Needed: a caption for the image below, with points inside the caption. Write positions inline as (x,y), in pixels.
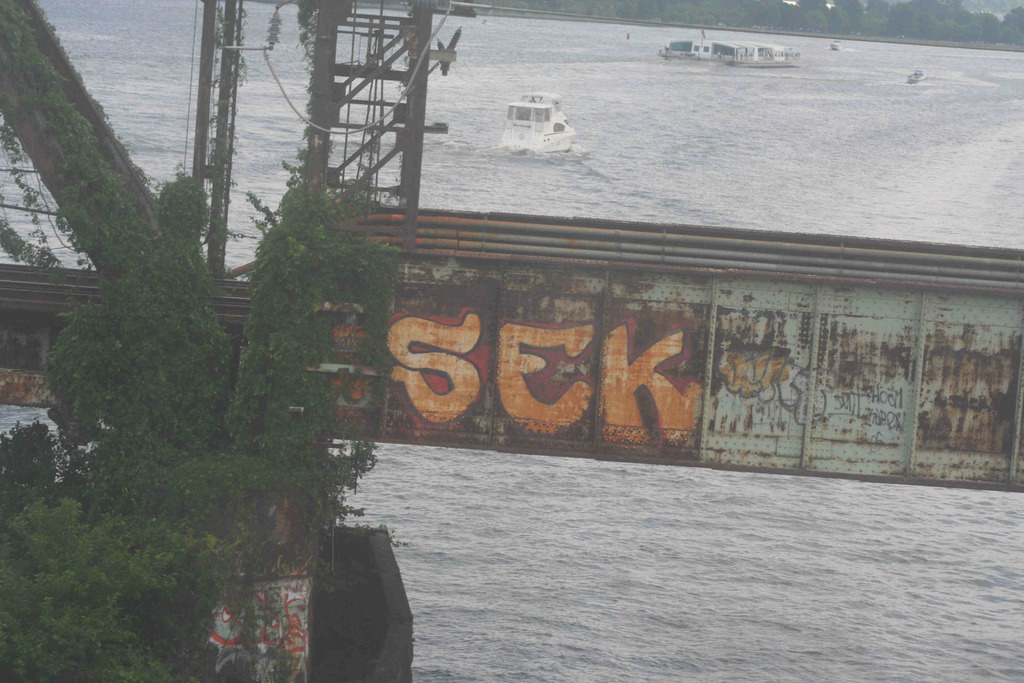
In the center of the image (658,314) we can see a bridge railing (732,342). At the bottom (694,538) there is a river (731,556) and we can see ships (523,140) in the river (637,98). In the background (923,26) there are trees (876,10).
